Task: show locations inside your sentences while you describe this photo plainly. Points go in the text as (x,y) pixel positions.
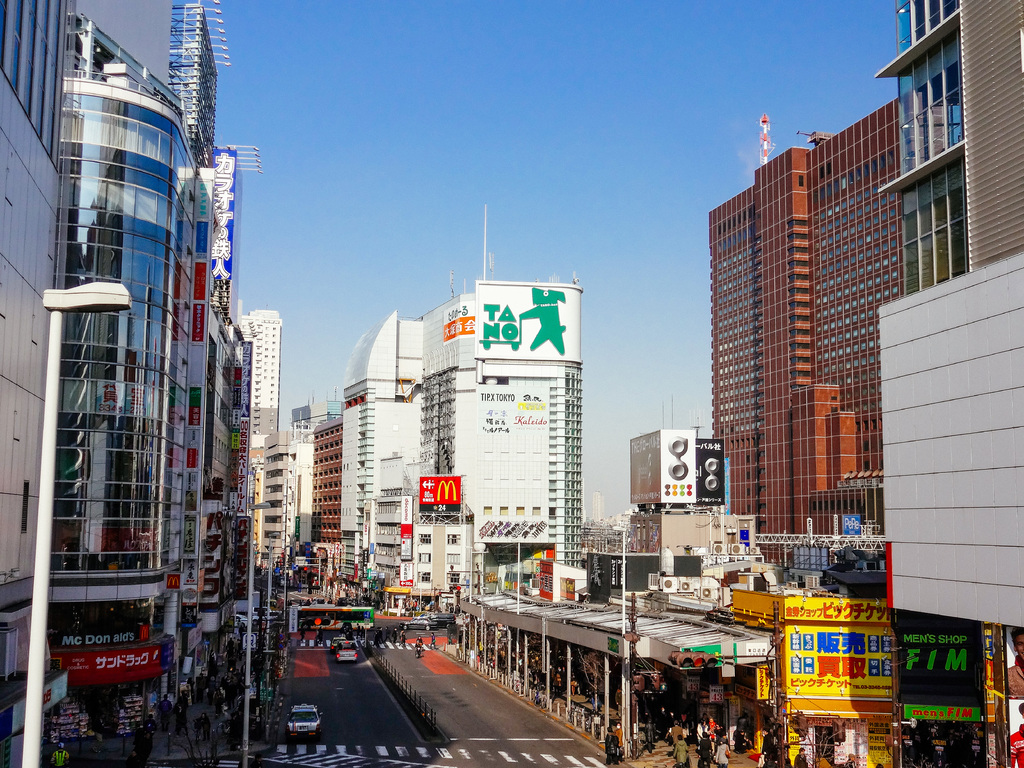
This image is clicked outside. In the front (121,498), we can see many buildings (970,470). At the top (272,80), there is sky (307,348). At the bottom (479,740), there is a road (389,747). There are many persons (766,749) and vehicles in this image.
